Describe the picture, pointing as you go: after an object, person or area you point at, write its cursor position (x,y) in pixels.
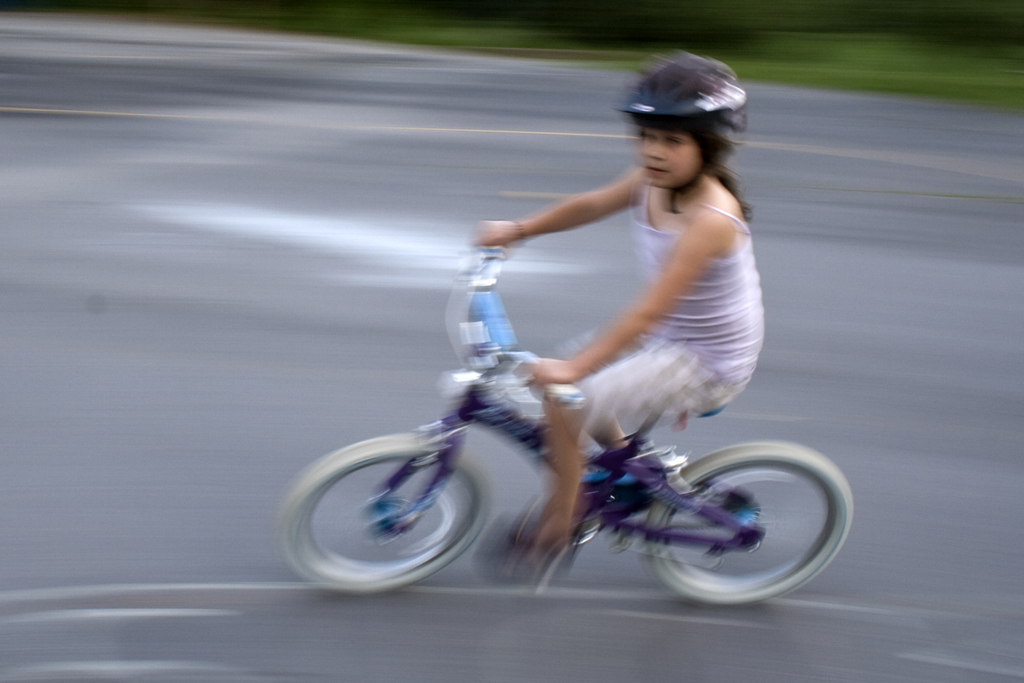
In this Image I see a girl (617,400) who is on the cycle (488,264) and she is on the path (231,100).
